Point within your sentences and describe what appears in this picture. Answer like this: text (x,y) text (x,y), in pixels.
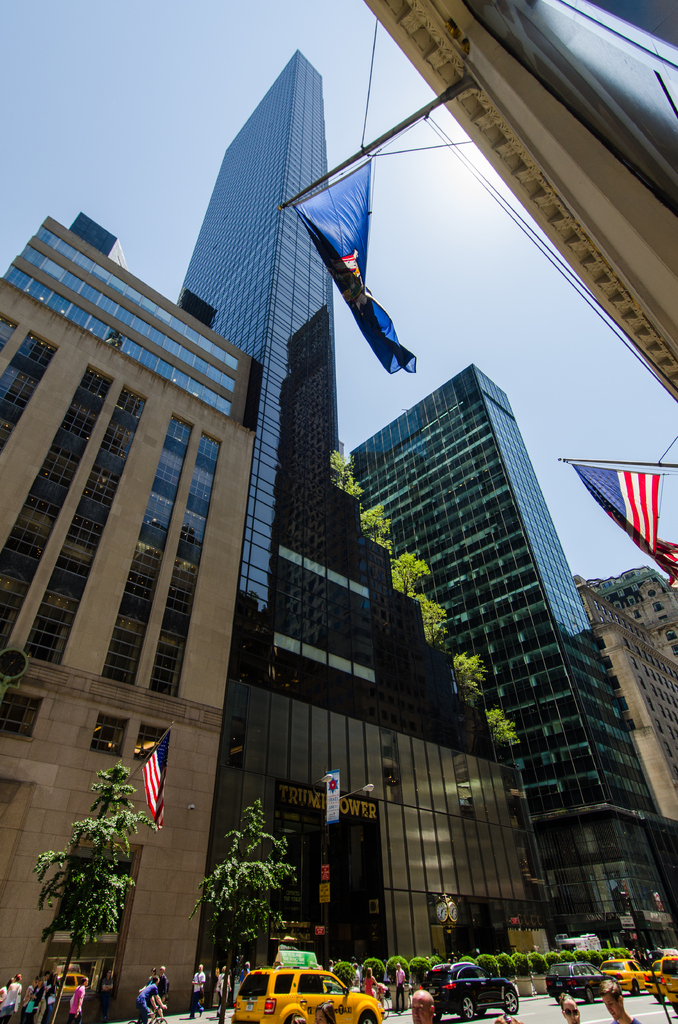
In this picture I can see number of people (244,972), few cars (302,1015), plants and few trees (246,908) in front. In the background (214,672) I can see number of buildings (537,99), 4 flags (628,525) and the clear sky (43,53).
